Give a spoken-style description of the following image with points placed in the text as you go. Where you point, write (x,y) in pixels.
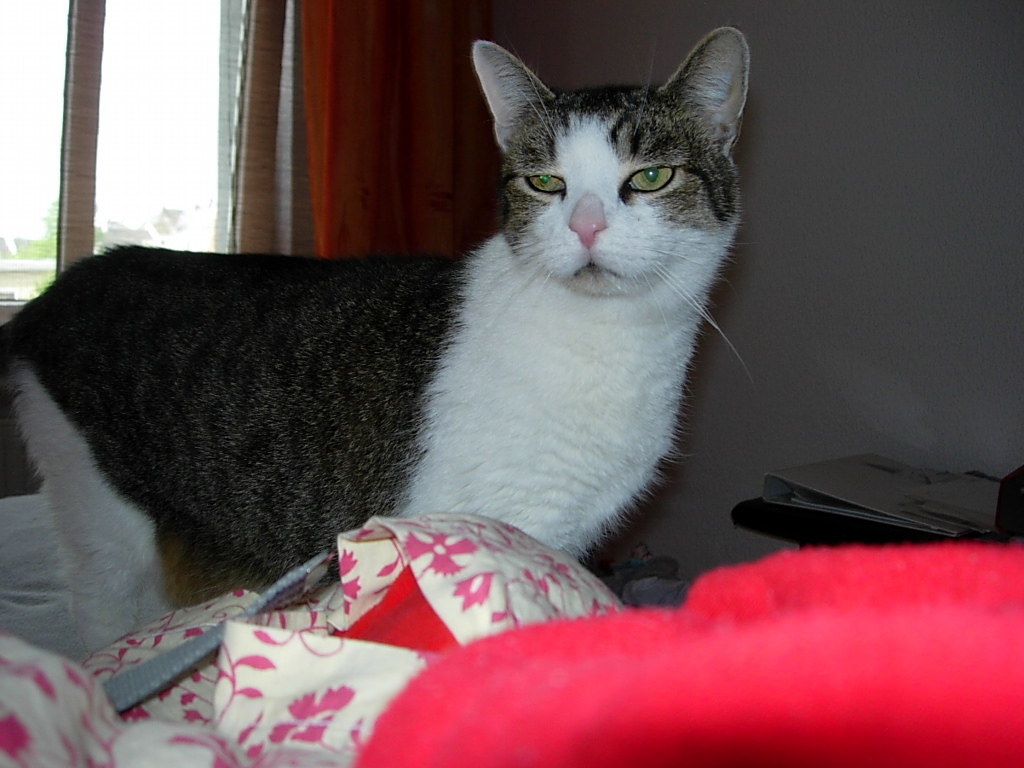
In this image, there is a cat (429,435) on the bed (191,609). There is a table (783,529) on the right side of the image (851,481) contains a file (834,495). There is a window (106,198) in the top left of the image (46,187).
